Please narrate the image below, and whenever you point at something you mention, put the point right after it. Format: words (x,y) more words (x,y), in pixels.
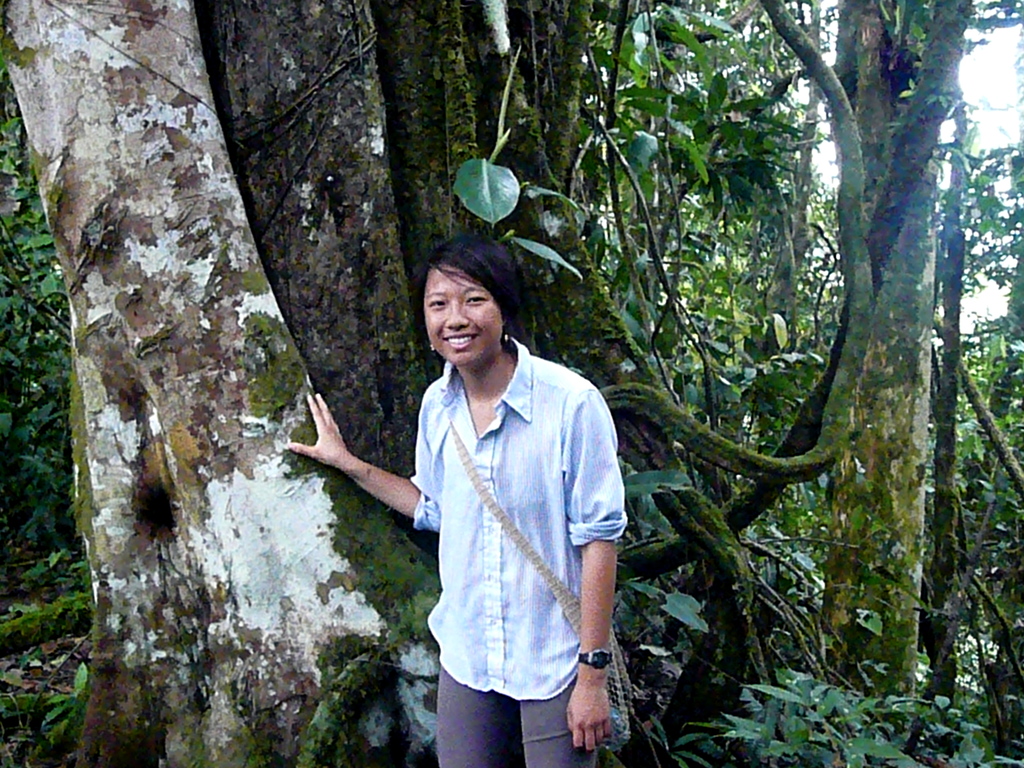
In this picture there is a lady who is standing in the center of the image (504,308), by placing her hand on the trunk (273,413) and there are trees (597,91) in the background area of the image (606,155).
